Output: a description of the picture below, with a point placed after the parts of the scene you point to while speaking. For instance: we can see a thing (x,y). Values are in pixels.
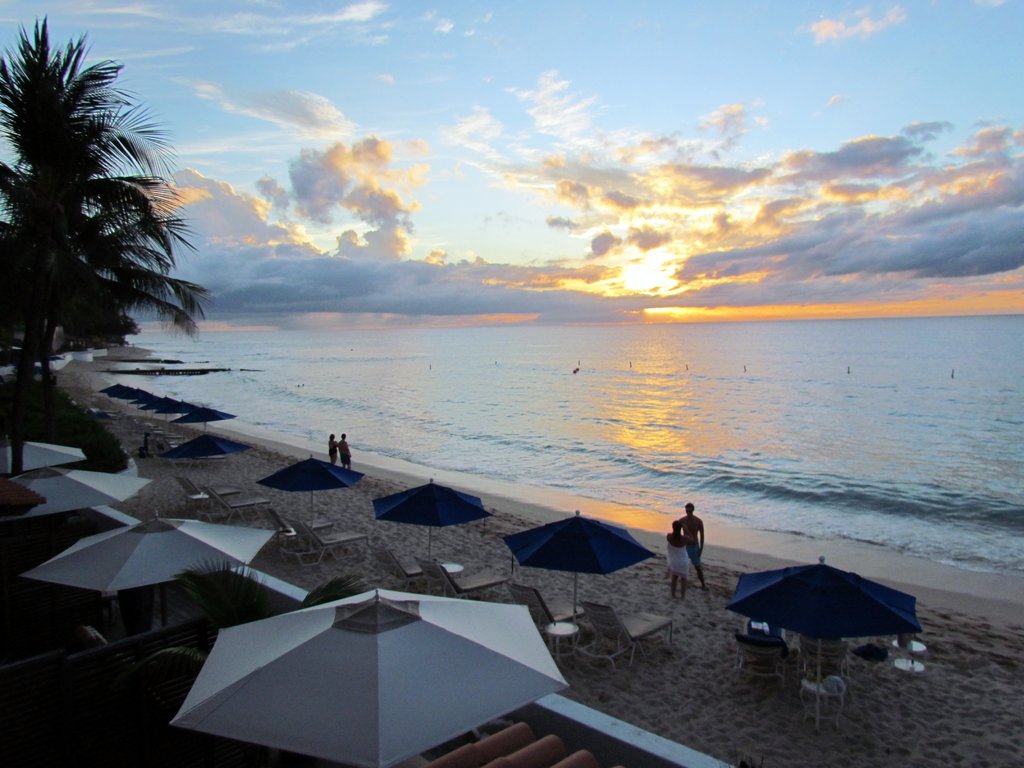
In the image in the center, we can see a few people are standing. And we can see outdoor umbrellas (402,753), benches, tables (842,681), outdoor relaxing chairs (635,654), trees (92,139), etc. In the background (347,228) we can see the sky (457,156), clouds (487,306) and water (620,390).
